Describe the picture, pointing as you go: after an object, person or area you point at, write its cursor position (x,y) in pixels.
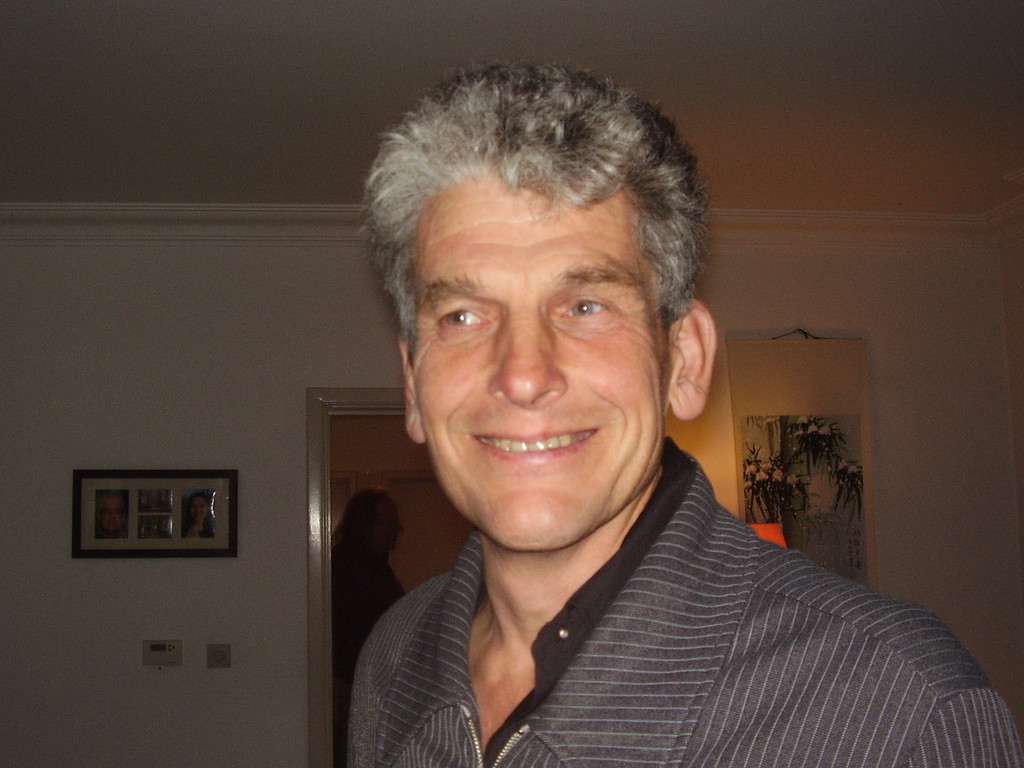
In this image I can see a man (547,597) and I can see smile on his face (578,380). In the background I can see few frames (95,504) on wall (209,451).
